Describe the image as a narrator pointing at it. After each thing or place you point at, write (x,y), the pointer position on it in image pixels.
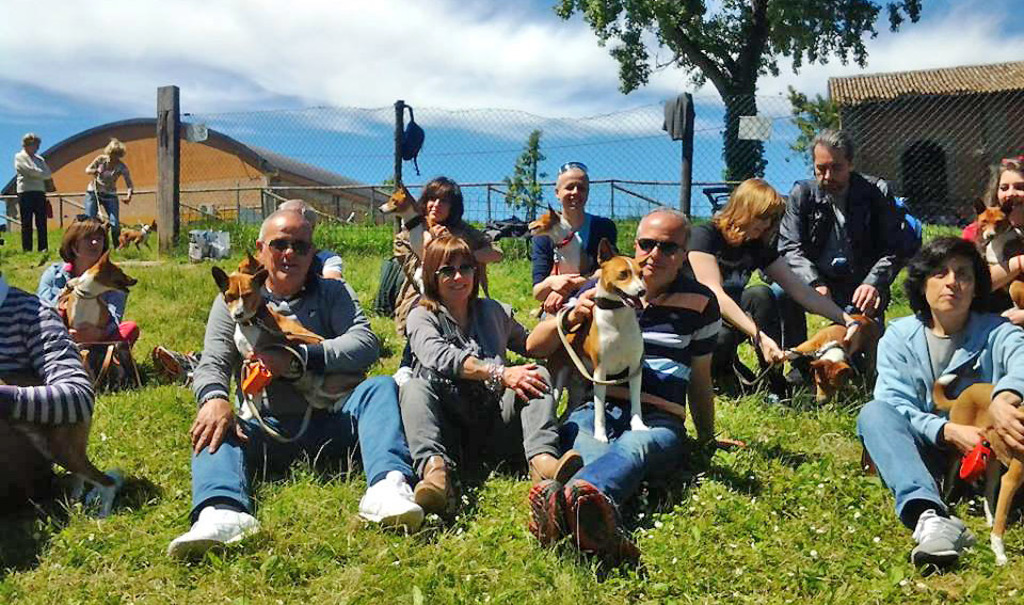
In this image I can see there are persons (574,279) sitting on the grass (173,279) and holding a dog (601,357). And few persons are standing. And at the back (400,121) there is a wooden pole (400,121) and a bag (415,129) attached to it. And there is a fence (487,204) around it. And there are buildings (947,87) and tree (683,64). And at the top (366,77) there is a sky (664,94).
